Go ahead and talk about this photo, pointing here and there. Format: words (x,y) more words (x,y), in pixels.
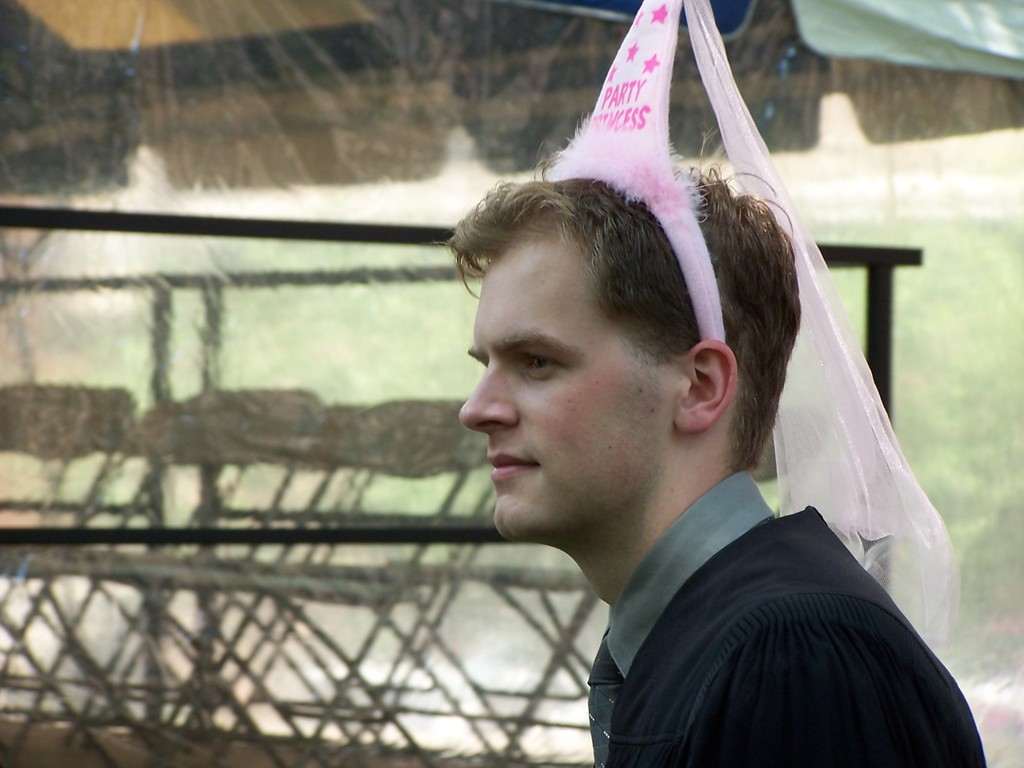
In this image in the center (532,349) there is one person (677,416) who is wearing hair band (676,236), in the background (217,522) there is a fence (889,285) and some chairs (394,456).
